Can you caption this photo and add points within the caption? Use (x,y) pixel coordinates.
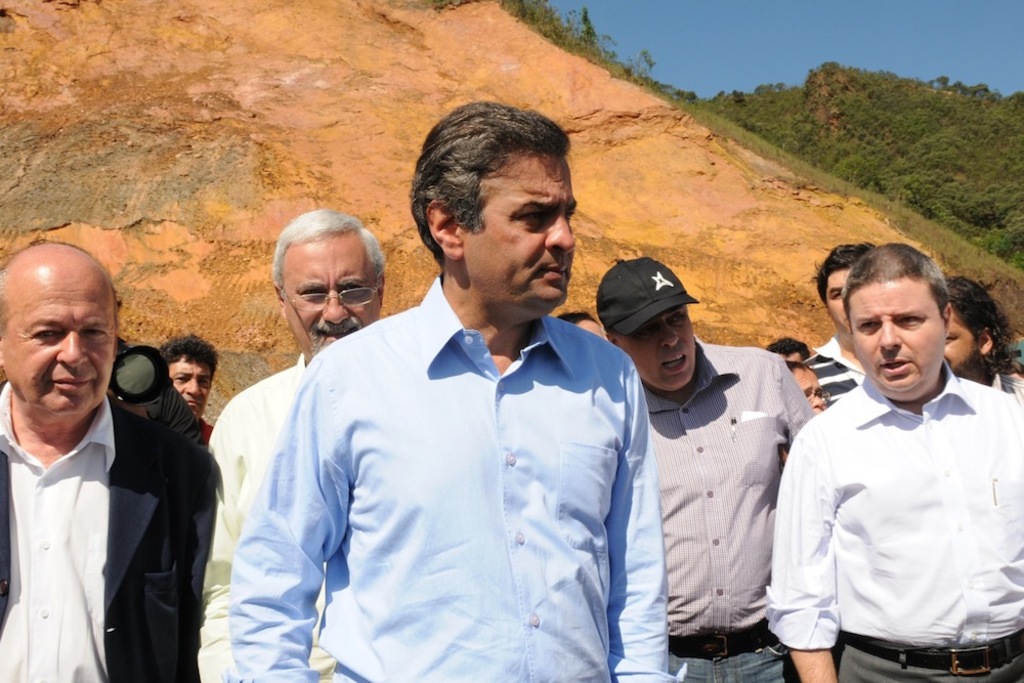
In this image we can see a group of people (592,515) standing. In that a person (195,434) is holding a camera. On the backside (433,74) we can see a group of trees (881,154), the hill (899,146) and the sky (779,45) which looks clear.
